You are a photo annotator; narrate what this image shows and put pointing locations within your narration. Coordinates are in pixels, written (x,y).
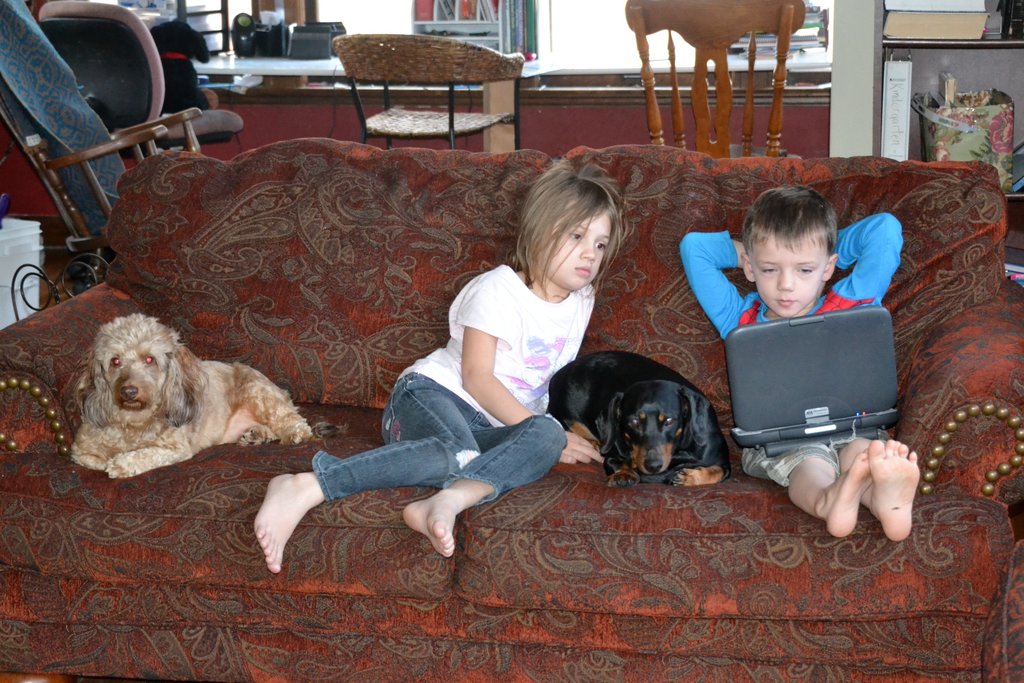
The person (705,282) wearing a blue T-shirt (712,288) is carrying a playing object (805,349) and looking in to it and the person (574,323) wearing white T-shirt (528,314) is looking into the playing object (796,371) and there are two dogs (230,397) in the red sofa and there are also four chairs (117,86) which are of different kind in the background (151,92).
